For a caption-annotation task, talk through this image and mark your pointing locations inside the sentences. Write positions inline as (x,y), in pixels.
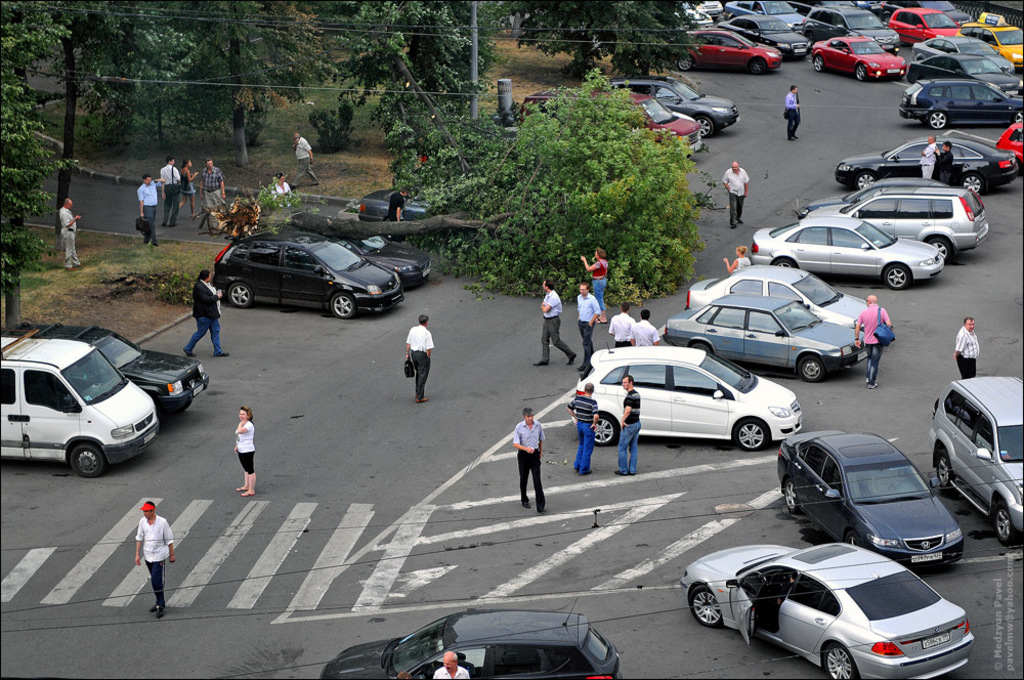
In the image there are many cars (688,303) on the road (330,626) with many people (584,316) walking all over the place and there are trees (452,49) on the left side (241,67).
